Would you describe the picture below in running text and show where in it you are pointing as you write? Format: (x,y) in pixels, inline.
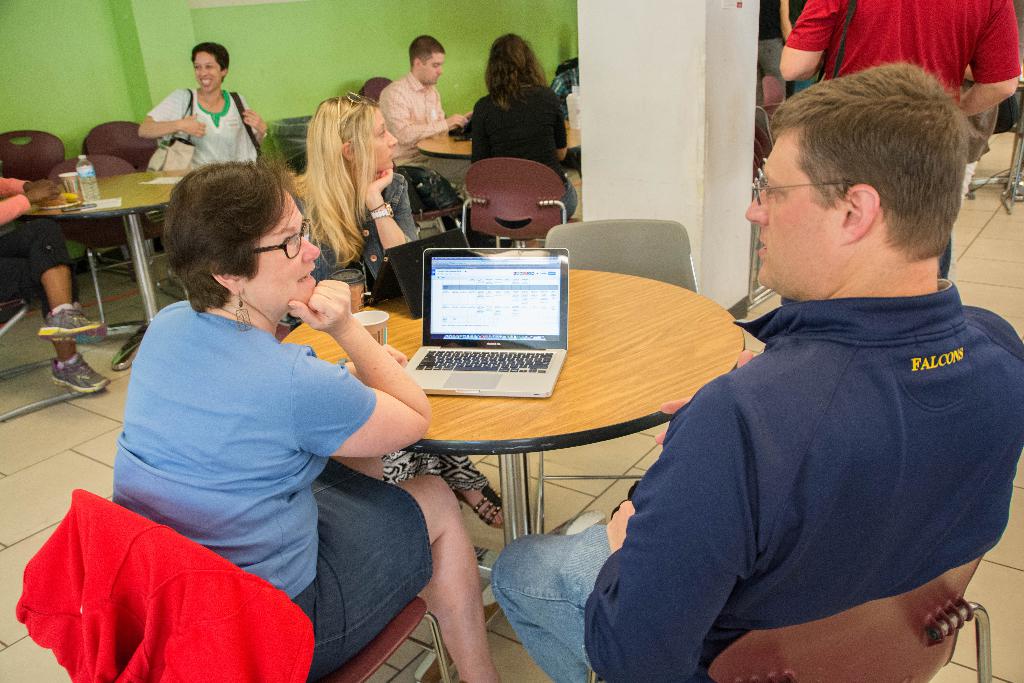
In this image we can see people (342,217) sitting on the chairs (465,226) and tables (412,335) are placed in front of them. On the tables (570,409) we can see disposable bottles (90,194), disposable tumblers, a laptop (458,332), tablets (392,266) and bags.
